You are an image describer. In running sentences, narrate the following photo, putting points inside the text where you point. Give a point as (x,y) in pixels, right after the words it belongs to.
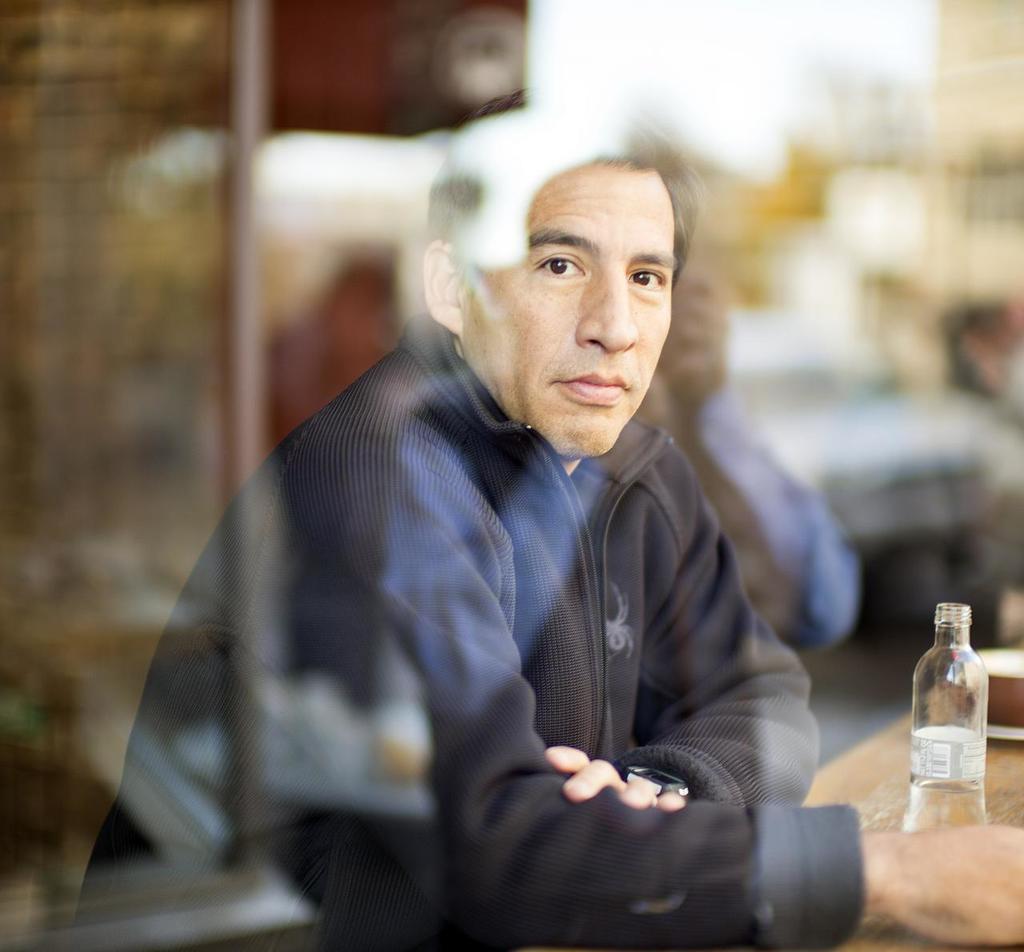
In this picture, man (602,651) in black jacket (439,652) is sitting in front of table (901,801) on which water bottle (915,767) and bowl (1007,658) are placed and behind him, it is blurred.
